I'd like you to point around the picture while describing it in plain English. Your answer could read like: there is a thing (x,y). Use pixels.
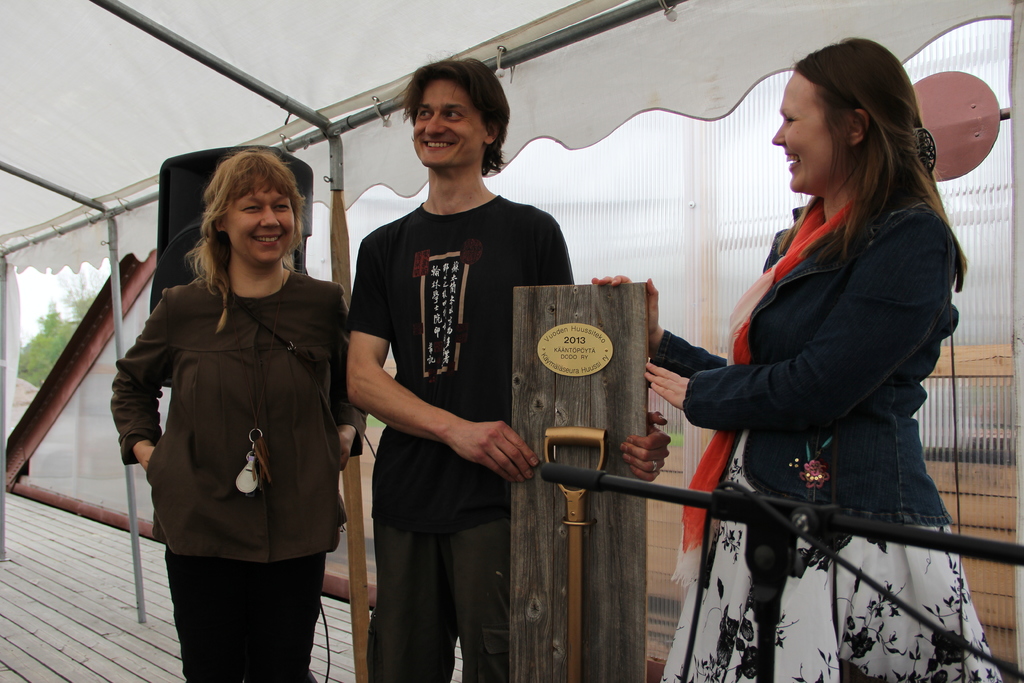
In this image we can see a man (486,527) and a lady (798,487) standing and holding a wood board (587,539), next to them there is another lady (254,351). In the background (695,18) there is a tent (383,183) and we can see a stand (835,514).
